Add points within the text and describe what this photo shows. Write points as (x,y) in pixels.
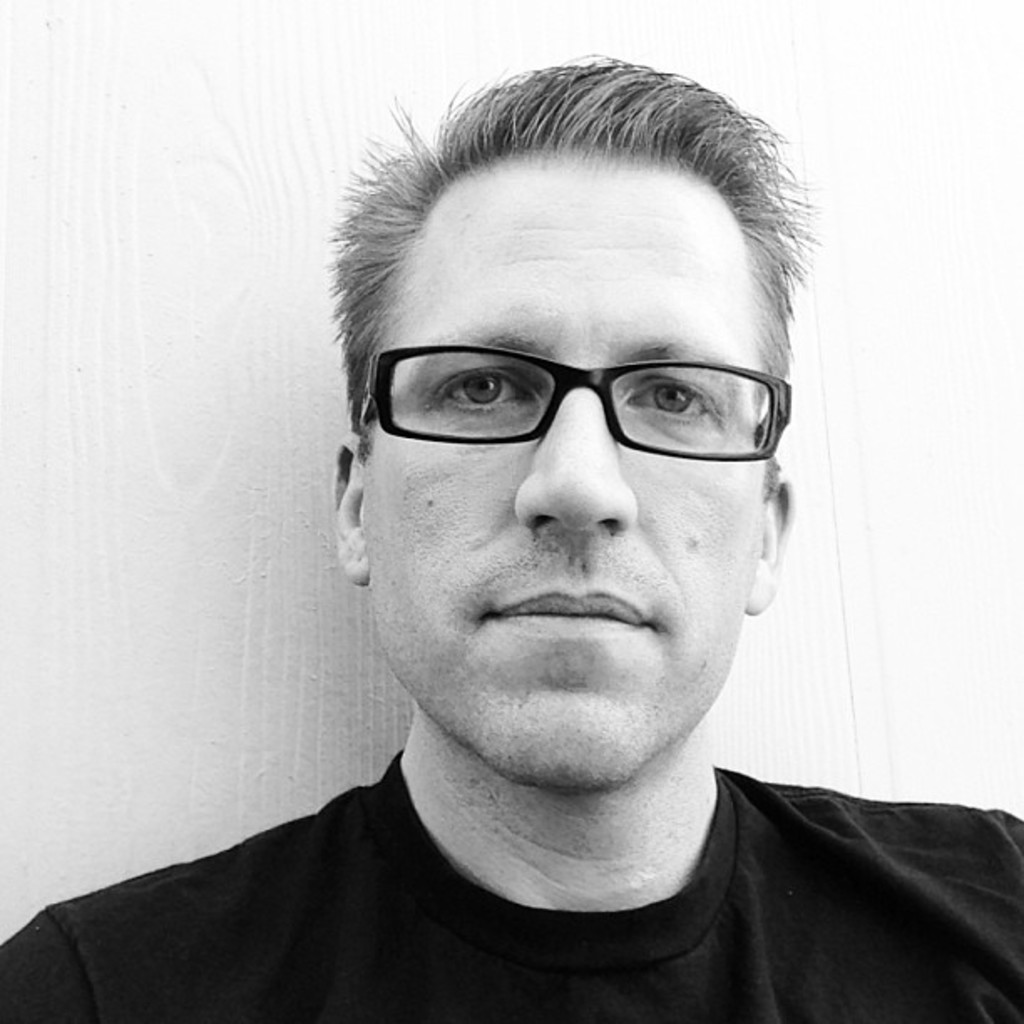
In this image I can see a man (395,456). I can see he is wearing specs (486,402), t shirt (732,814) and I can see this image is black and white in colour.
